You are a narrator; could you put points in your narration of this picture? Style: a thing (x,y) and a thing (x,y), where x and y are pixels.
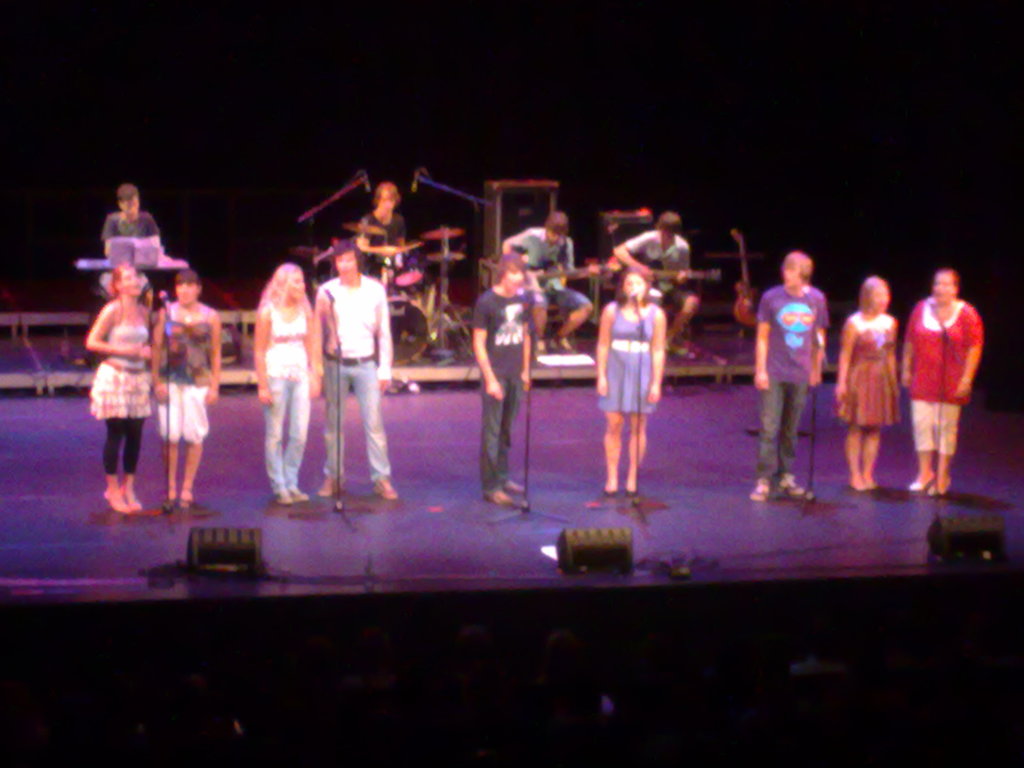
In the image there is a stage (464,514) with people (145,386) are standing and in front of them there are mics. Behind them there are few people (138,227) sitting and playing musical instruments (418,253). And also there are speakers (520,217) on the stage (1011,518). And there is a black background (955,126).
